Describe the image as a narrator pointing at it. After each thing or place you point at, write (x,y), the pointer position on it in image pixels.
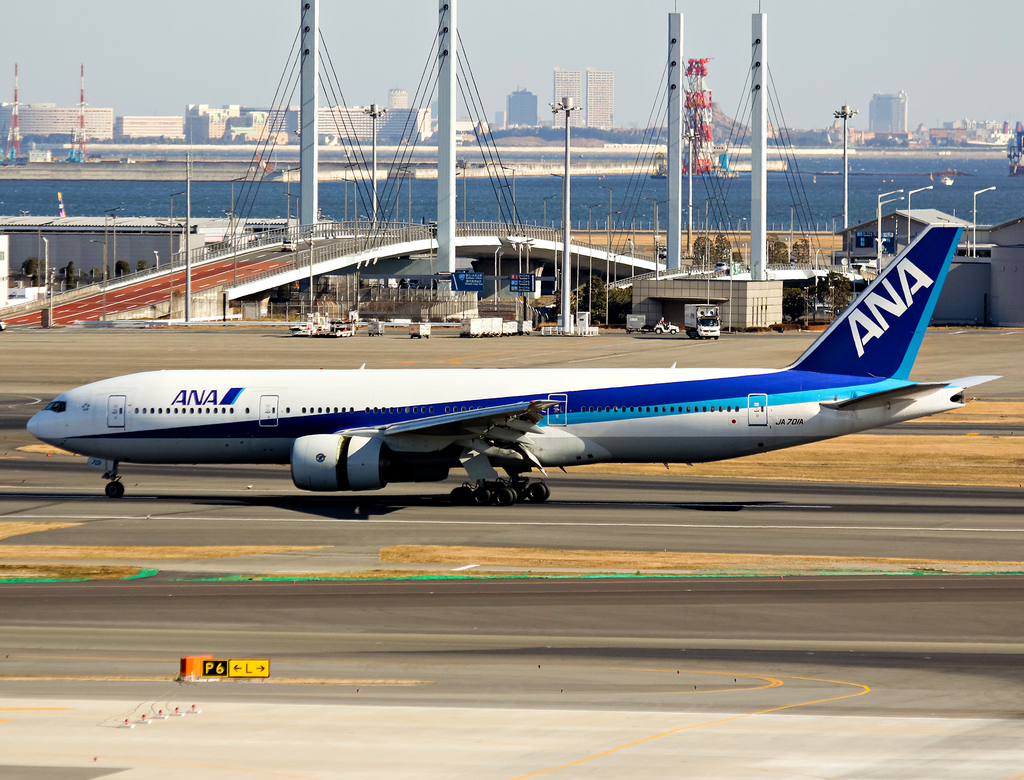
In this image we can see an airplane (924,289) on a runway (515,546). We can also see a bridge (309,195) with some pillars (305,159) and wires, some poles (607,307), a fence (437,300), a wall (63,262), a group of plants (68,274), a board (531,276), a house (954,276) with roof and some vehicles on the ground (1006,347). On the backside (841,176) we can see a ship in a large water body (803,175), a group of buildings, trees (649,135), poles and the sky (474,100) which looks cloudy.
